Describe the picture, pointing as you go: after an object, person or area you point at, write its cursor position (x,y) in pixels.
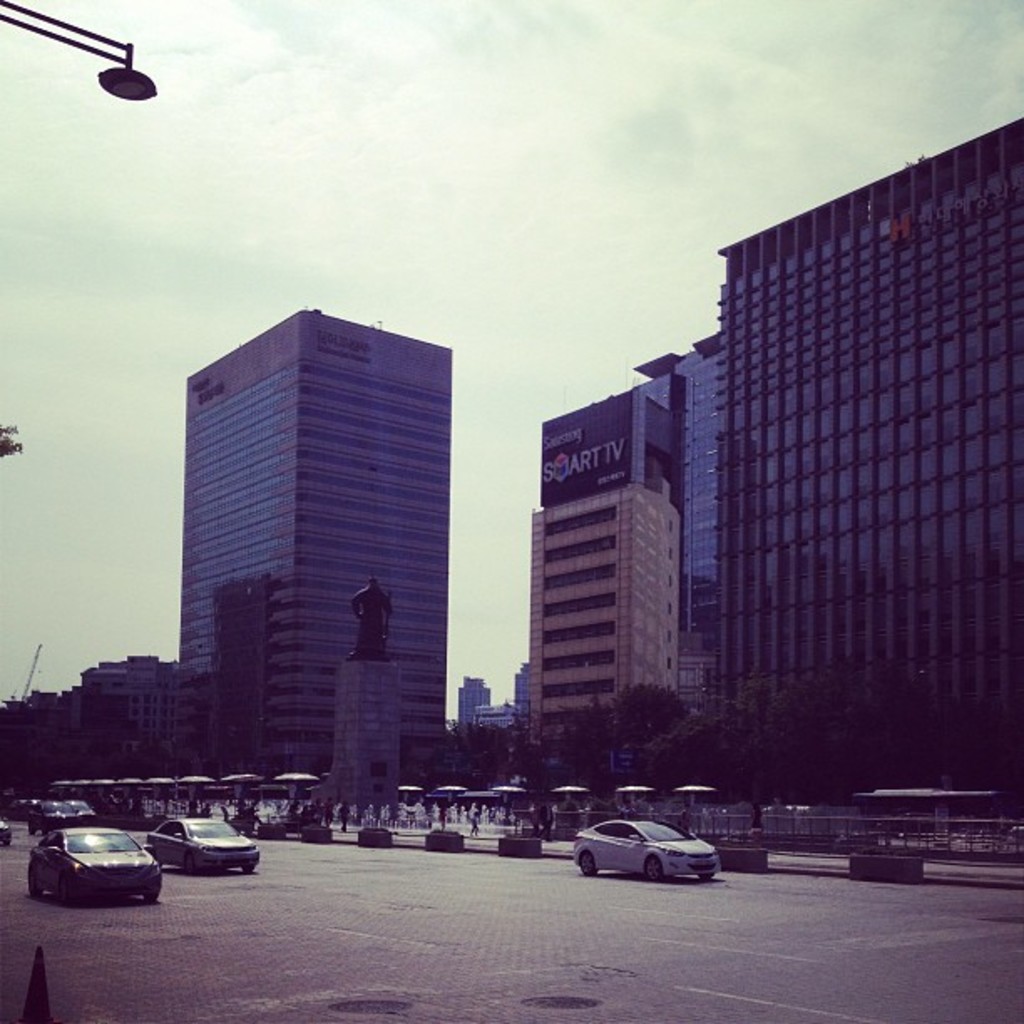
In this image there are cars (118,884) passing on the road (208,893), beside the cars (208,854) there is a fountain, beside the fountain (367,818) there is a statue (365,638), in the background of the image (243,696) there are trees (408,770) and buildings (441,592), at the top left of the image (130,91) there is a lamppost (124,85).
